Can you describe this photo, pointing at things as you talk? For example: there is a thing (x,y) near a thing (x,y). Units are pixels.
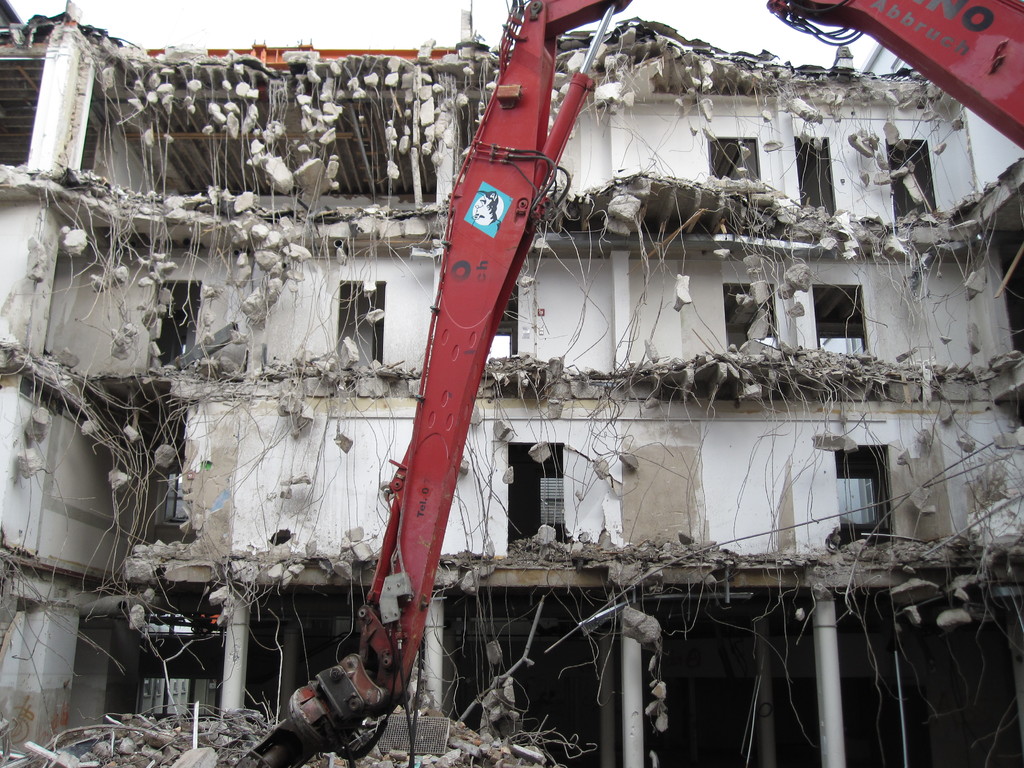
In this picture I can see a collapsed building (251,205). I can see a vehicle (552,2), and in the background (434,12) there is the sky (720,5).
